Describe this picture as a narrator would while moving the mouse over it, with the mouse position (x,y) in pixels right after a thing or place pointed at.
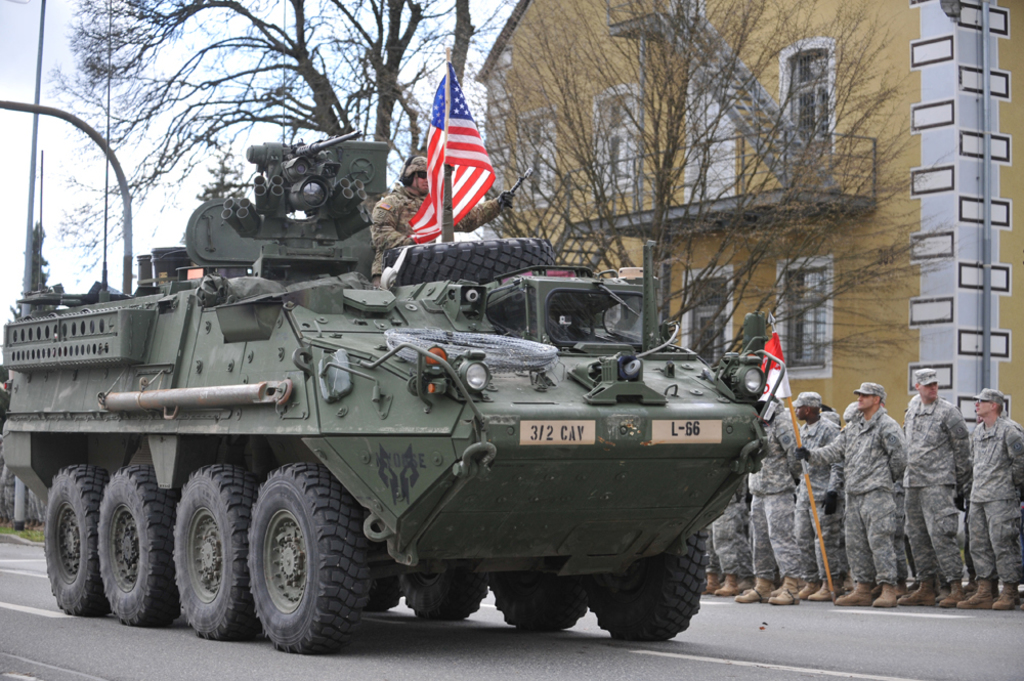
In the foreground of this image (390,435), there is a tank (332,502) on which there is a tyre (449,253), man (391,211) and a flag (432,187). On the right (995,521), there are few men (941,538) standing and a man (853,572) is holding a flag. In the background (835,203), there is a building (939,45), few trees (389,69) and the sky (14,40).
